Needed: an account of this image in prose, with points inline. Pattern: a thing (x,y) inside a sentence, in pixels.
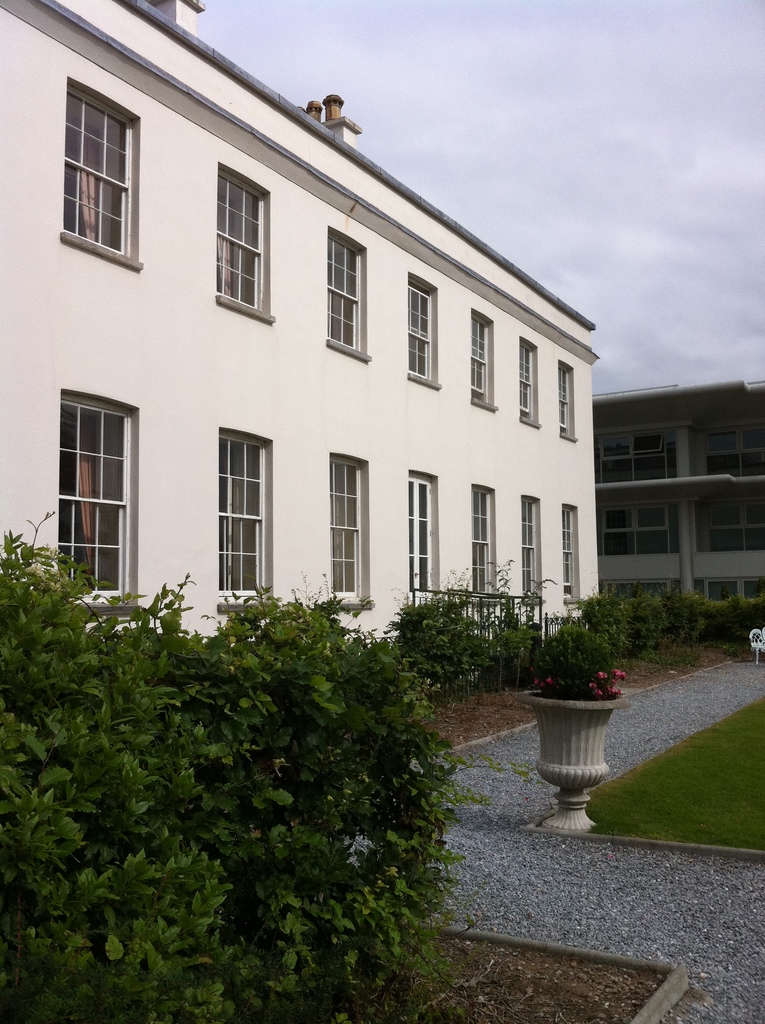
There are two buildings (344,393) and in front of the first building (357,595) there are many plants (393,657). Beside the plants (315,758) there is a grass (671,769), at the left corner of the grass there is a flower plant (555,683), in the background (680,200) there is a sky (618,211).
